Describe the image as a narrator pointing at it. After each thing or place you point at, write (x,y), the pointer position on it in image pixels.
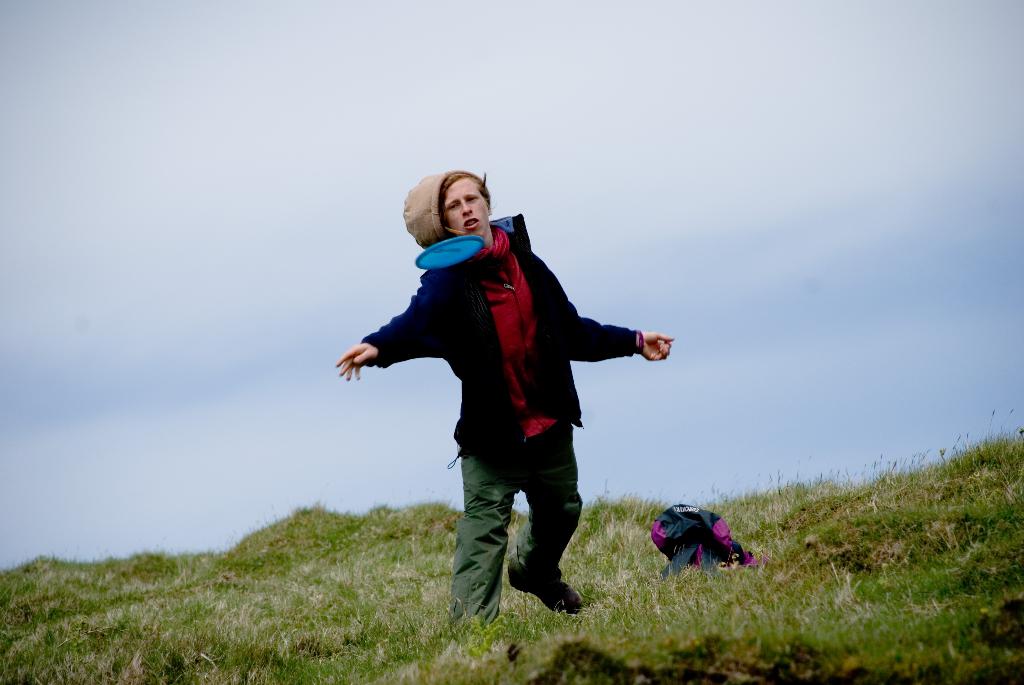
In this image we can see a man (533,453) standing on the ground (513,526), Frisbee disc (441,264) in the air (376,318) and a bag (676,538) on the ground (606,562). In the background (114,372) we can see sky (609,228) with clouds (868,215).
